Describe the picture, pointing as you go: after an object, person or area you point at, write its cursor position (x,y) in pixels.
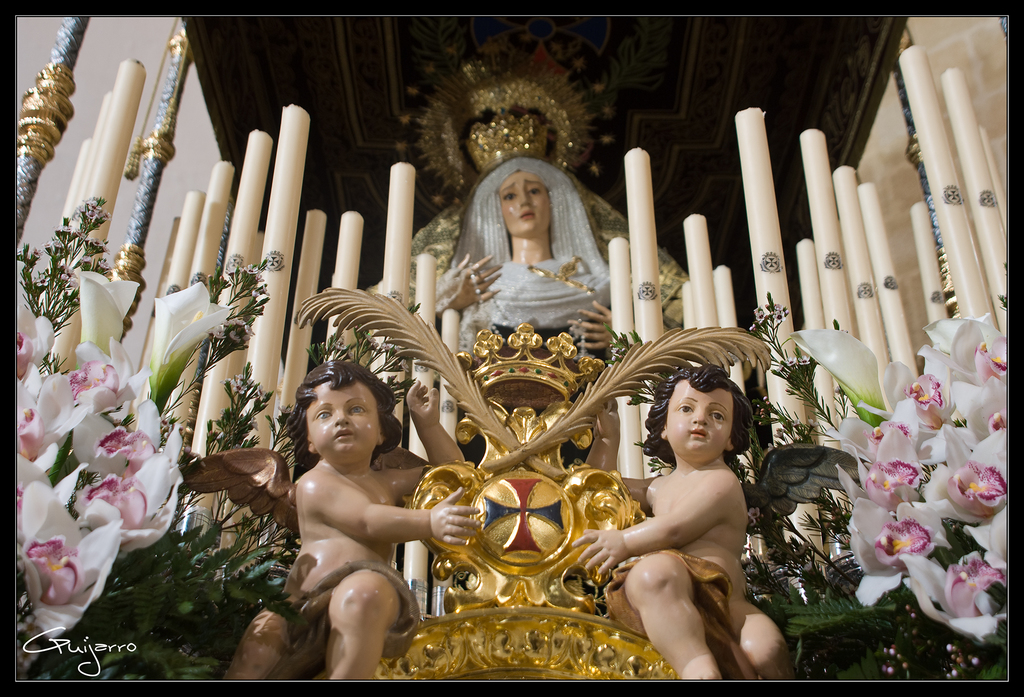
In this image we can see the depiction of kids (682,545). We can also see the candles (296,359), flowers (125,534), plants (908,607) and in the background (544,320) we can see an idol (551,163), ceiling (656,89) and also the wall (110,42). In the bottom left corner (86,645) we can see the text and the image has borders (975,689).
